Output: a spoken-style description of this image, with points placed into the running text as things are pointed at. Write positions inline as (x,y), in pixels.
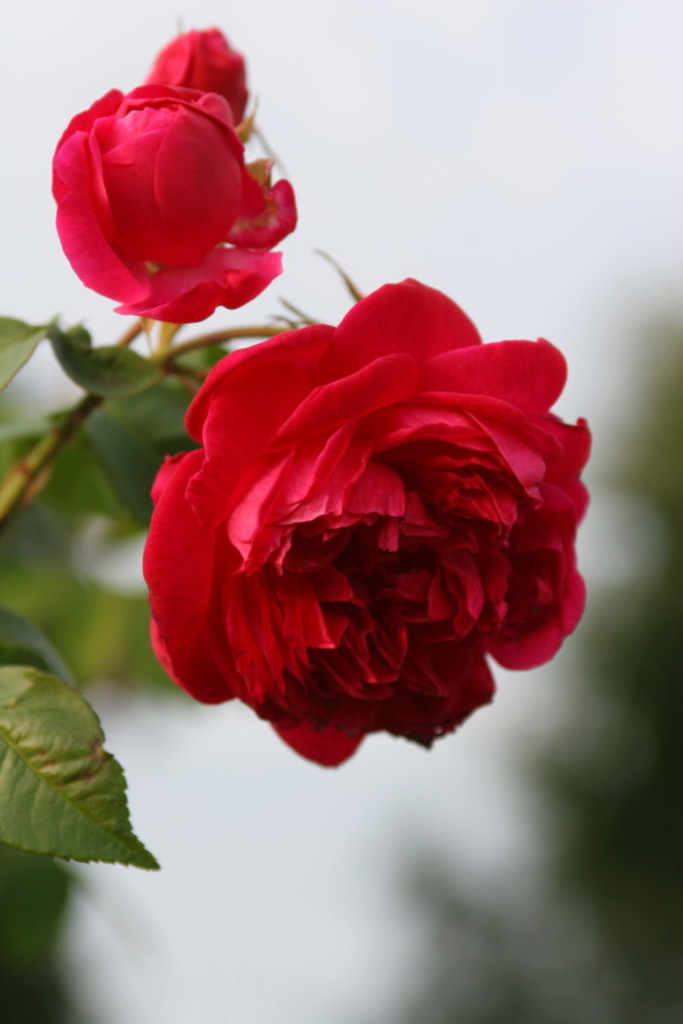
Here we can see a plant (163,431) with flowers (204,593). In the background (322,272) the image is blur but we can see the sky (374,966).
